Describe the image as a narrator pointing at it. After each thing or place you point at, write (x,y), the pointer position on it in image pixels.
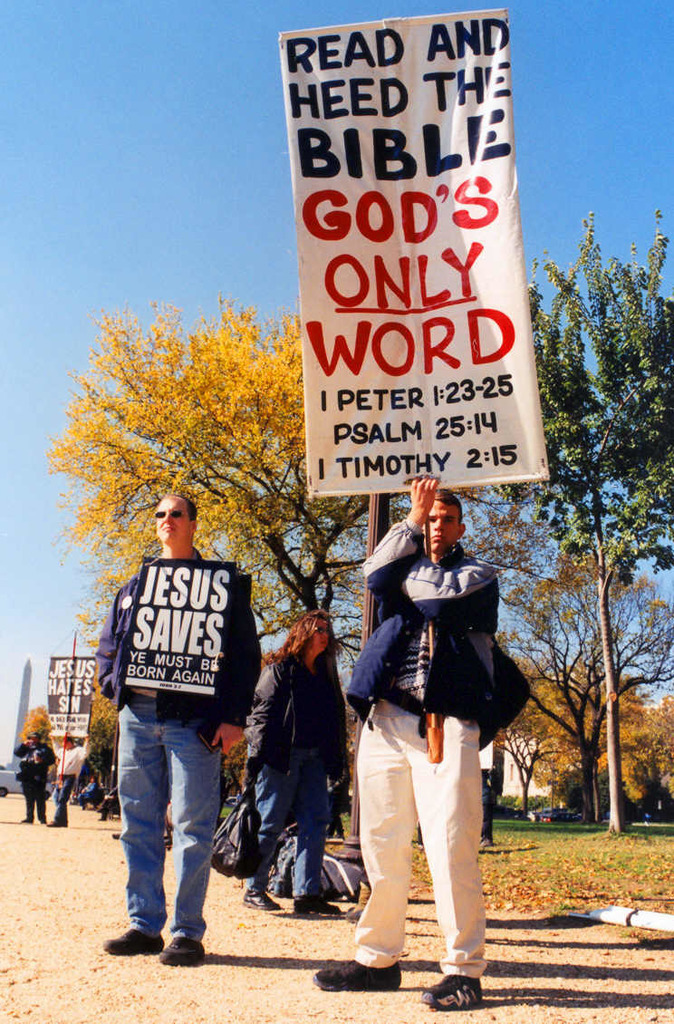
In this image, I can see two men (191,721) standing and holding a banner (372,428) and placard (188,605). I can see the woman (284,756) holding a bag (257,809) and walking. These are the trees (568,406) with branches (603,504) and leaves (628,320). In the background (70,781), I can see two people (37,771) holding a banner (67,697) and standing.
